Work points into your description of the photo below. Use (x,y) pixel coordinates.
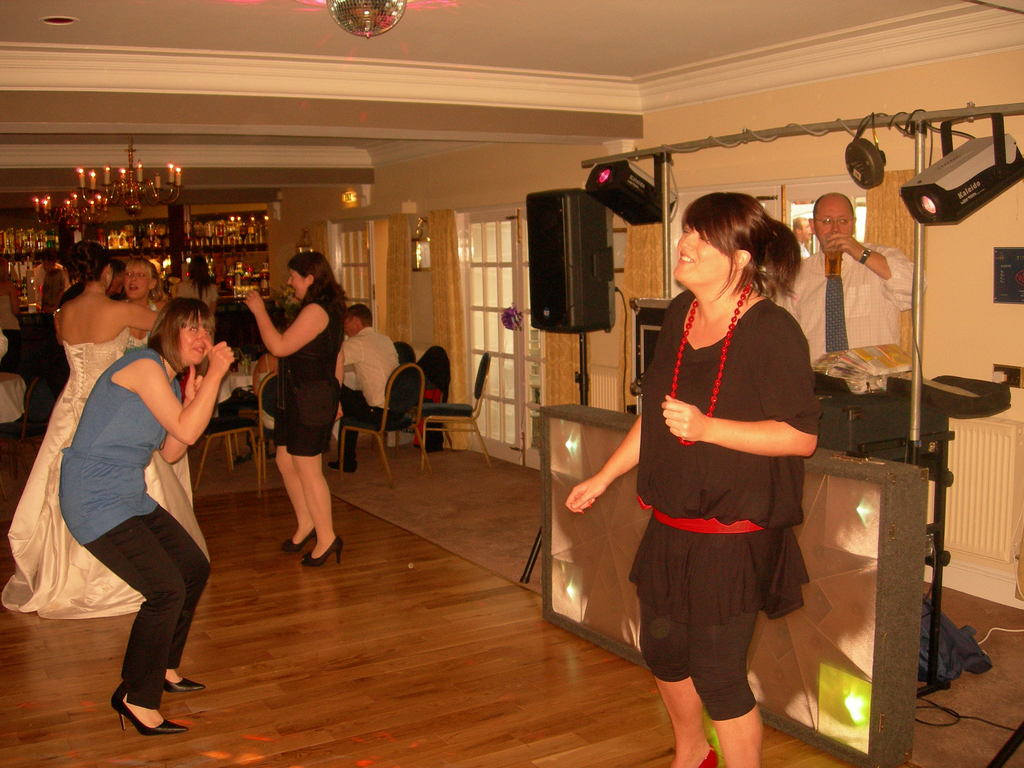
In this image we can see a group of people (844,305) standing on the ground (372,479). In that a man (844,321) is holding a glass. We can also see a speaker box (590,310), some lights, some people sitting on the chairs (401,407), wires (1001,724), windows (503,291) with curtains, some objects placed on a rack (197,245) and the chandeliers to a roof (108,148).
